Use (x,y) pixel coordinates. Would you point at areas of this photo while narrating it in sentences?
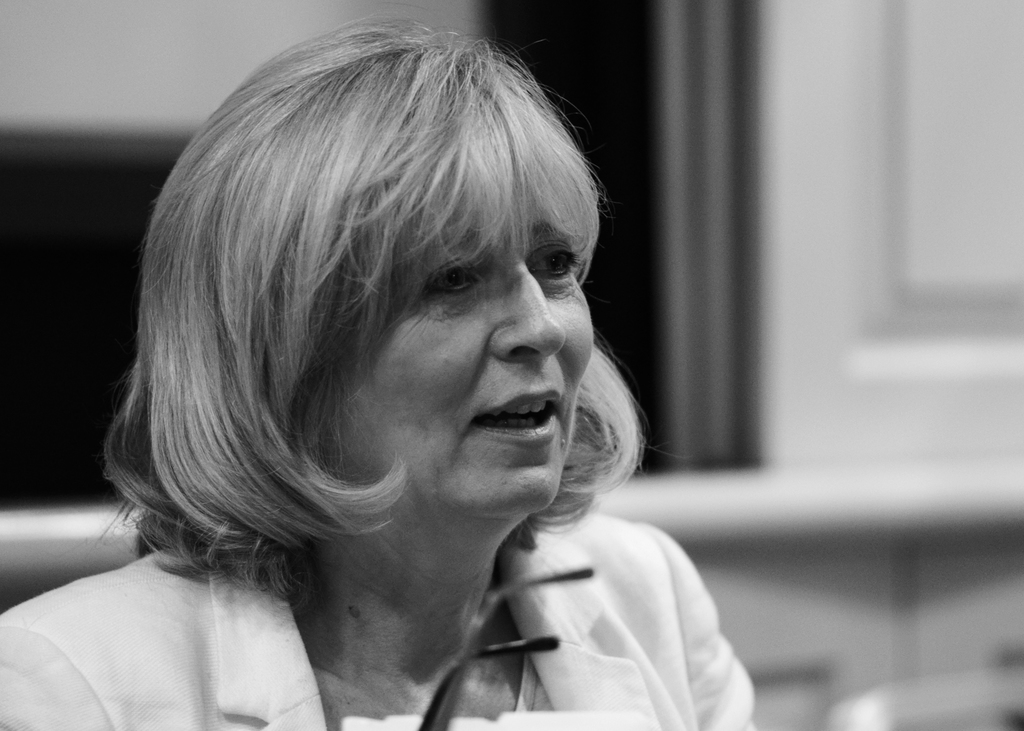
In this image I can see a woman (398,539), the background (961,86) is blurred. This is a black and white image.
